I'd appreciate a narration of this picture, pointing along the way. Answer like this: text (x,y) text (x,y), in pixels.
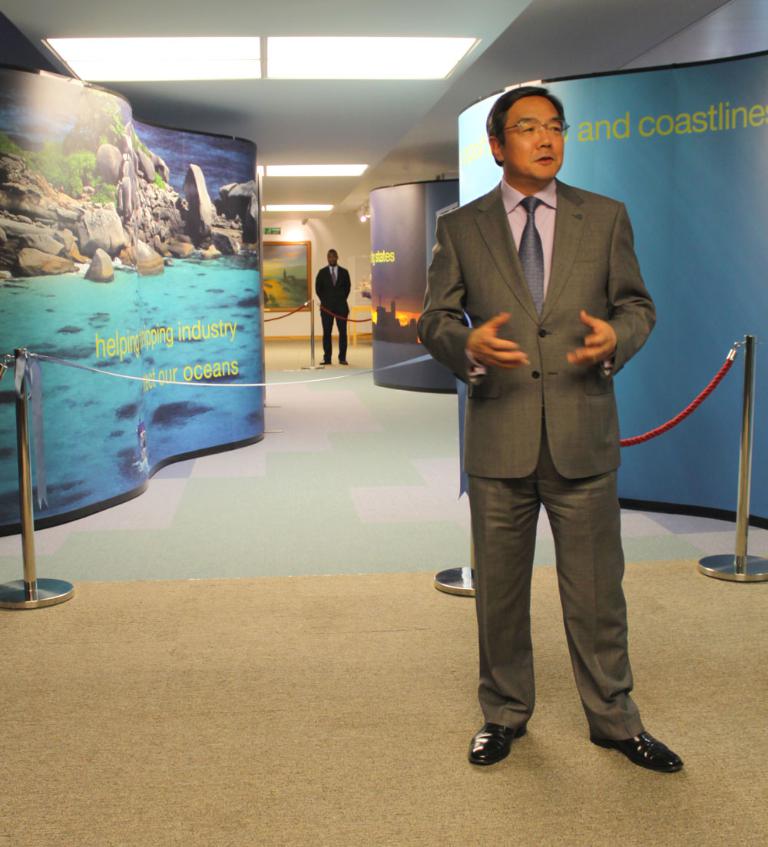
This picture is inside view of a room (226,444). On the right side of the image (530,215) a man (513,244) is standing. In the center of the image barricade stand (313,363) is there. In the background of the image (251,253) we can see boards (1,79) and a man (330,305) is standing. At the top of the image (340,63) roof (332,30) and lights (406,51) are there. At the bottom of the image (303,725) floor (354,696) is there.
